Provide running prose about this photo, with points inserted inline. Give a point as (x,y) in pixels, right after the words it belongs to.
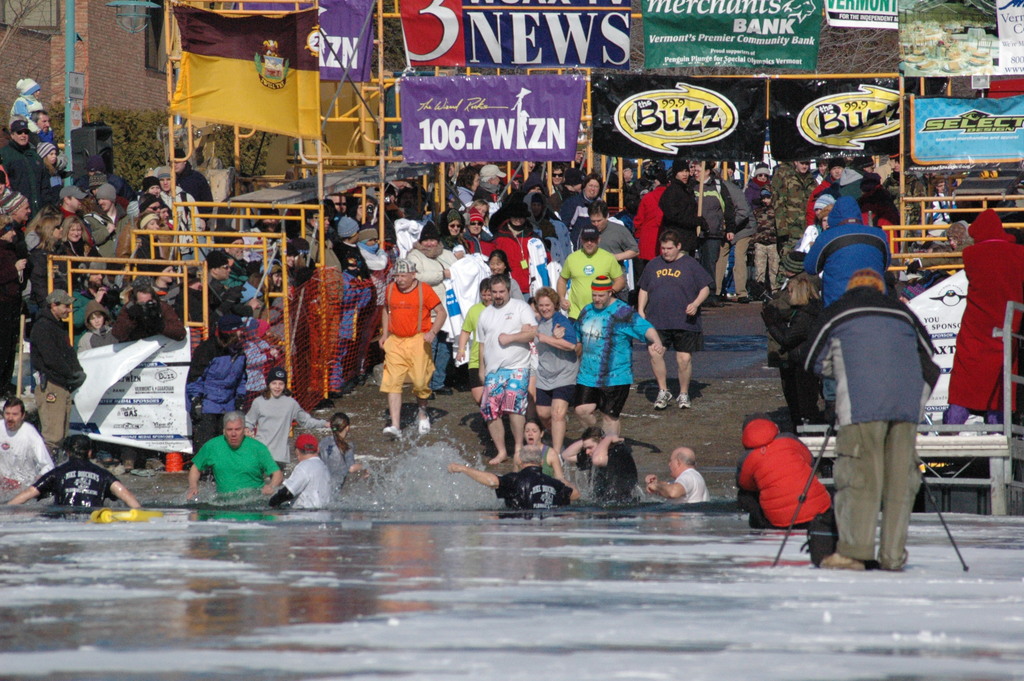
In this picture we can see the group of persons (673,460) who are enjoying in the water (454,518), beside them we can see another group of persons (644,310) were walking near to the water (434,564). On the left (338,235) we can see other group (240,340) were standing near to the poles (200,263) and banners (152,339). On the right (900,550) we can see a man (845,537) who is standing on the ice (945,599) and he is holding a camera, beside him we can see a black bag (822,535). In the background (600,147) we can see the shed (479,70), banners (792,110), advertisement boards (652,98), posters (537,115) and other objects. In the top left corner (136,104) we can see the building (130,82), windows (147,69), poles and plants (121,136).
